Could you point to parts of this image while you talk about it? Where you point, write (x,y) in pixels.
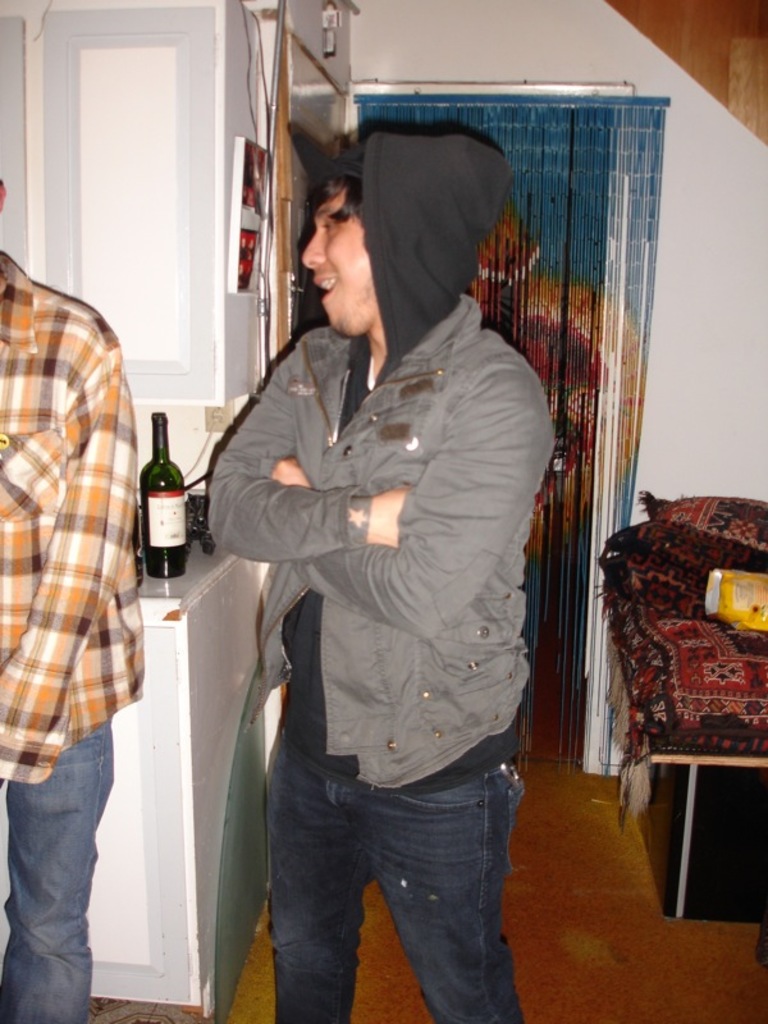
On the left side (18,626), there is a person (87,458) in a shirt (87,458), standing. In the middle of this image (489,681), there is a person (473,323) in a gray color jacket (445,353), smiling and standing. In the background (111,858), there is a bottle (158,539) on a table (188,568), there is a photo frame (235,186) attached to a wall (192,188), there is a curtain (602,491), a pillow (719,559) and an object (754,606) and there is a white wall (725,204).
